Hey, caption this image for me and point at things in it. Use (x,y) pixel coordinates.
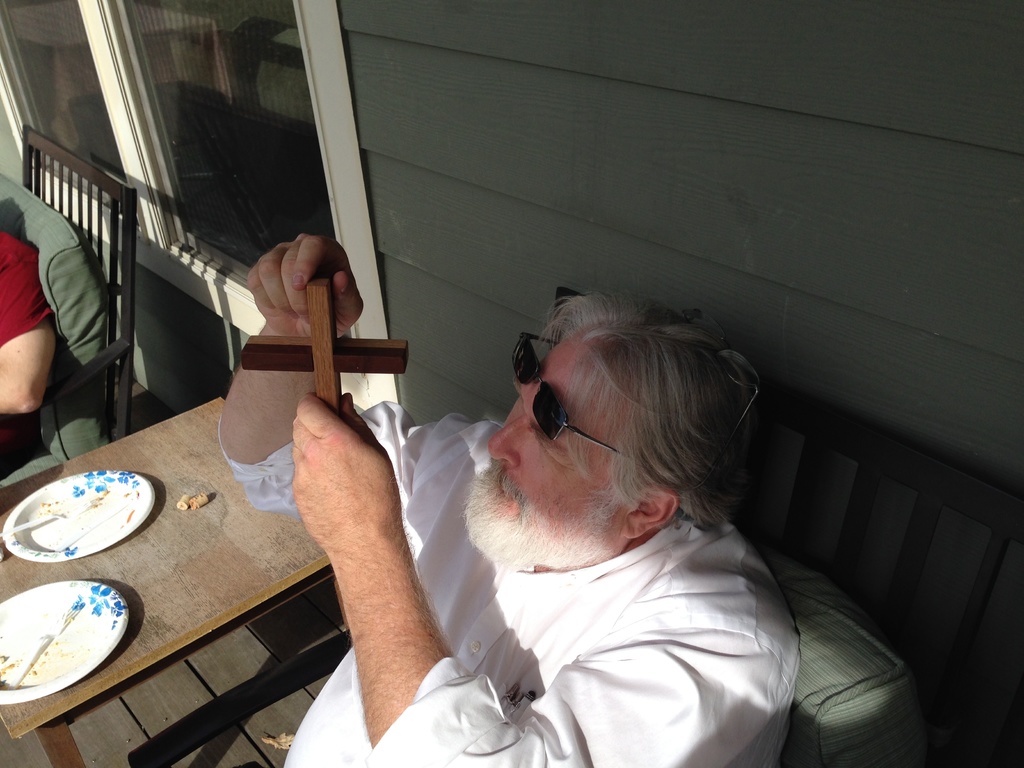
In the picture a person (636,533) is sitting on a chair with table (140,536) in front of him on the table (160,465) there are two plates (87,495) he is catching a wooden cross (389,355) near to the person (625,587) there is a wall (428,87) on the wall (633,130) there is a window (238,110).
